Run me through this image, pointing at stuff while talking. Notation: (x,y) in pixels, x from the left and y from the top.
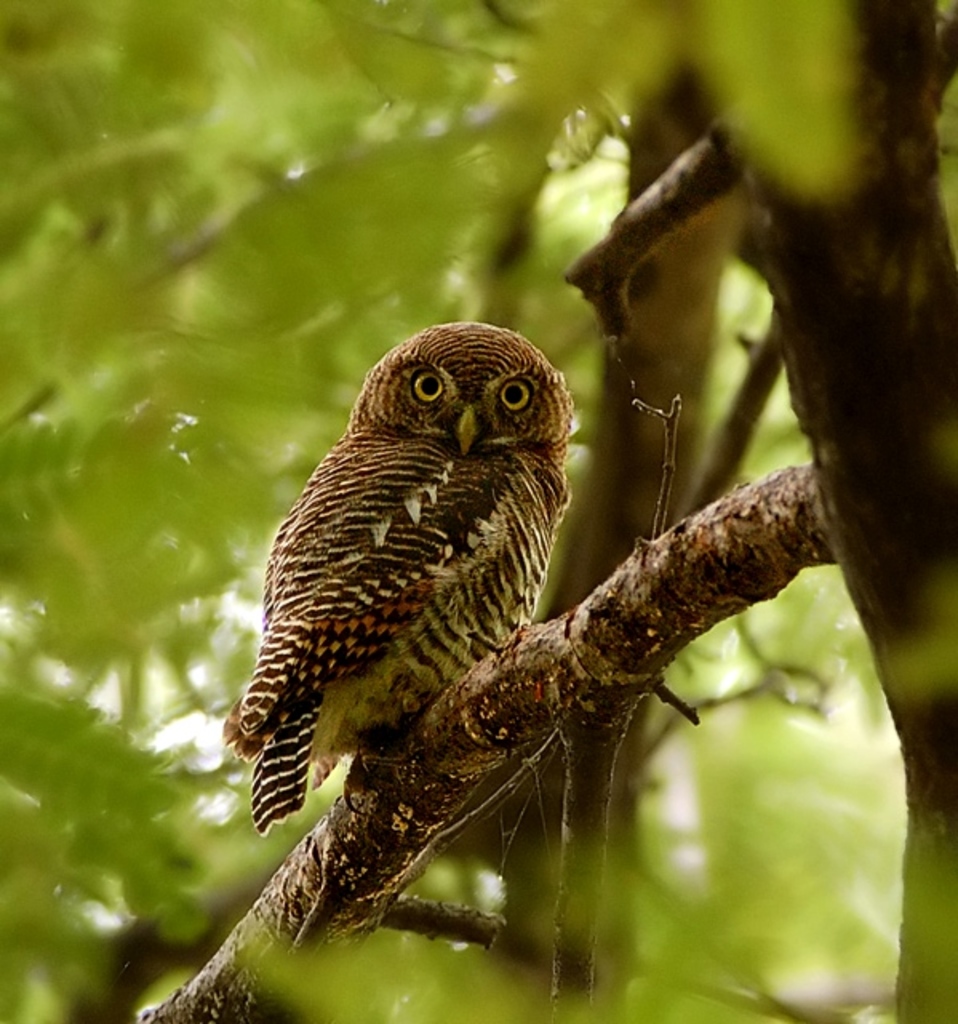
In the center of the image (466,577) we can see an owl (395,563) on a branch (489,711) of a tree (949,808). In the background (849,878), we can see some trees (722,930).
